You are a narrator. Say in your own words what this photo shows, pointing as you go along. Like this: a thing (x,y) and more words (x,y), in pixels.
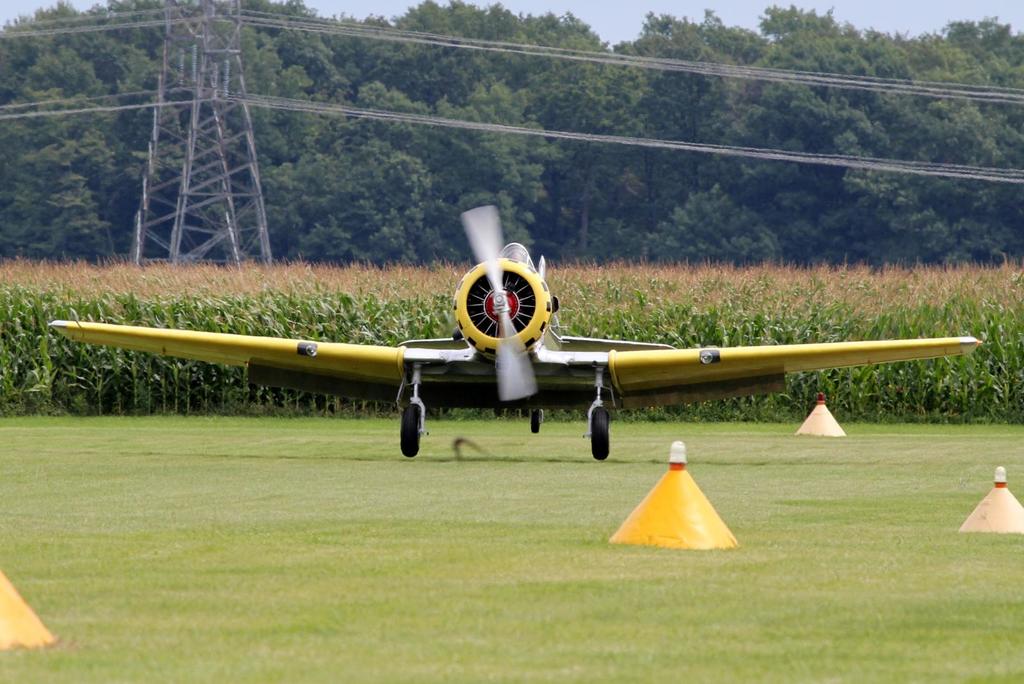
In this image we can see an airplane (457,364) on the ground (439,490), there are few objects (660,515) on the ground (886,504) and in the background (344,329) there are few plants (426,312), trees (169,144), tower (246,107) with wires (702,63) and sky (606,33).
